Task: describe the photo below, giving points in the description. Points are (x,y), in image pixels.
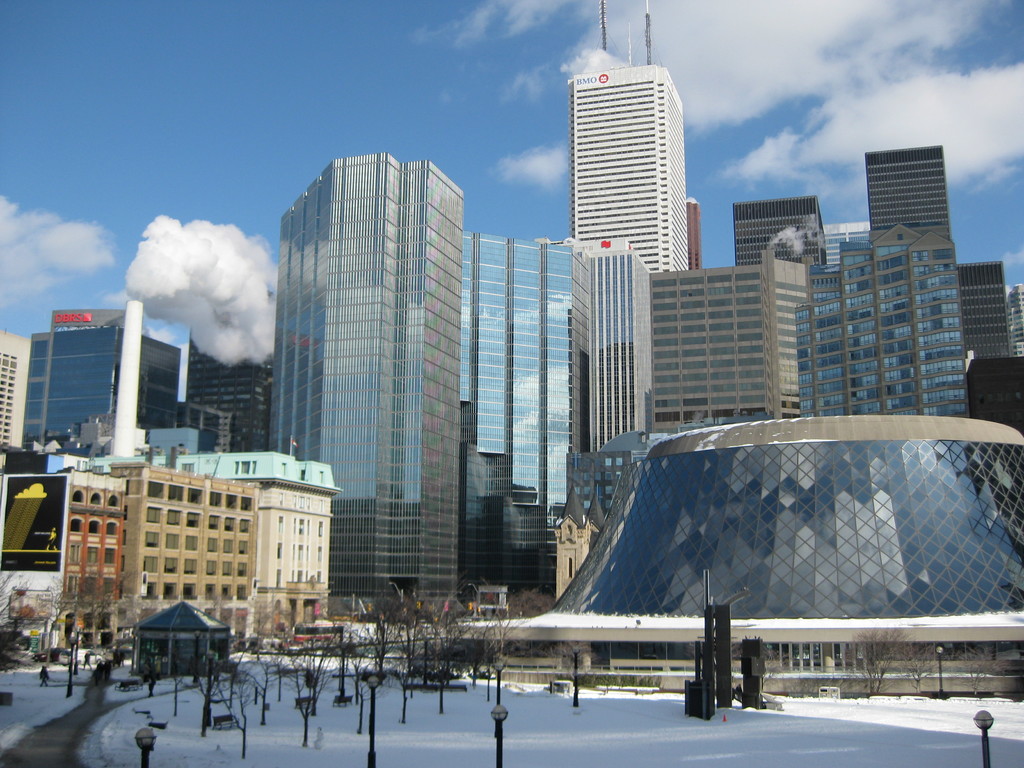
We can see lights (504,665) on poles (69,673), dried trees (856,647) and snow (334,677). In the background (945,687) we can see buildings (132,622), people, hoarding (39,532) and sky (396,67) with clouds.
